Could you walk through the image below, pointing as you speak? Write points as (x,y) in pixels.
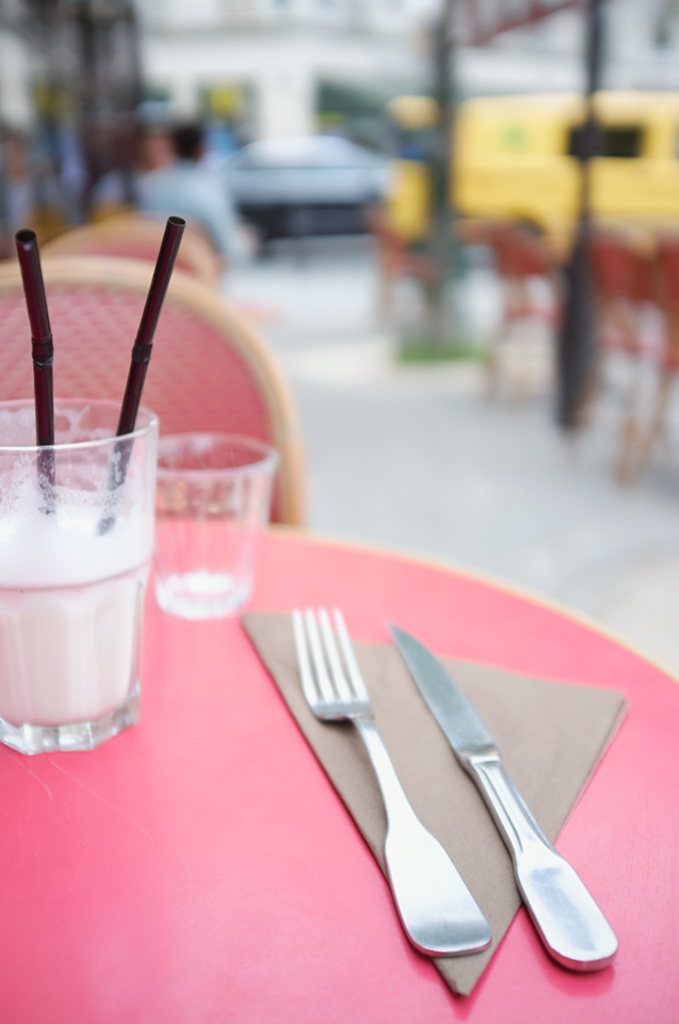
In this image we can see a table (664,921), on the table (122,933) we can see a glass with liquid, fork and few objects (486,736). There is a chair (216,331) behind the table (101,936) and also we can see some objects (387,197) in the background (341,209).
